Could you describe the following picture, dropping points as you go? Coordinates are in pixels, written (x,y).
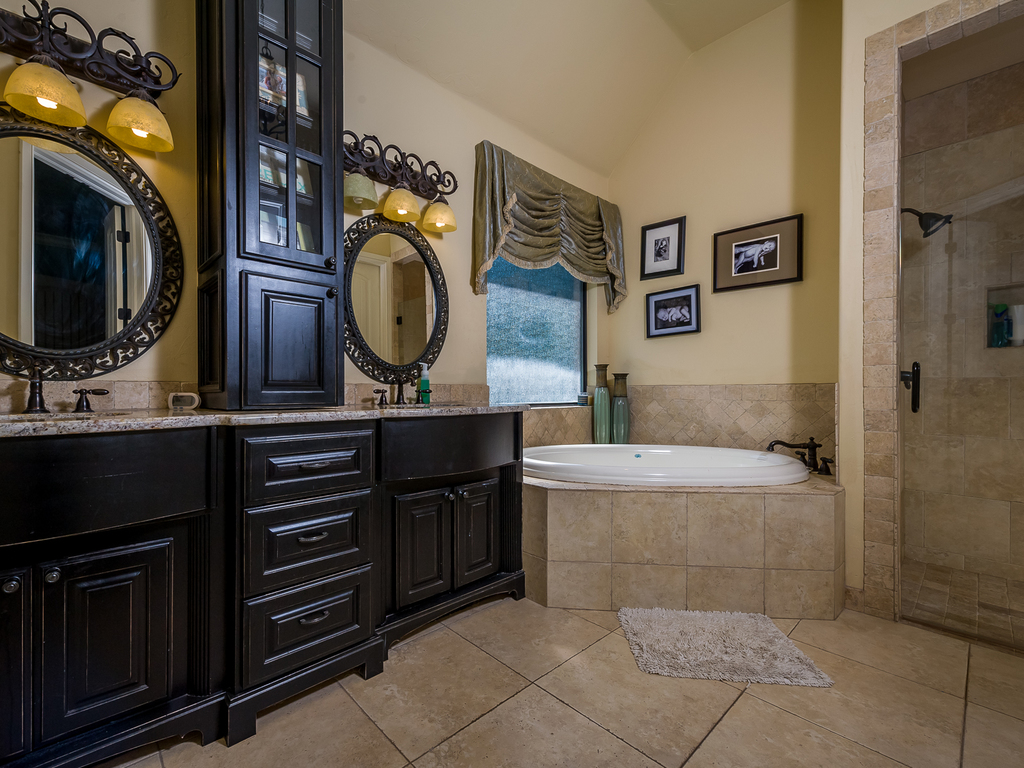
In this image I can see few mirrors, sinks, taps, bottle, cupboards (273,392) and few objects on the table (269,417). I can see a bathtub (657,455), window (556,294), curtain (533,240), shower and few frames (761,225) attached to the cream wall (729,119).
